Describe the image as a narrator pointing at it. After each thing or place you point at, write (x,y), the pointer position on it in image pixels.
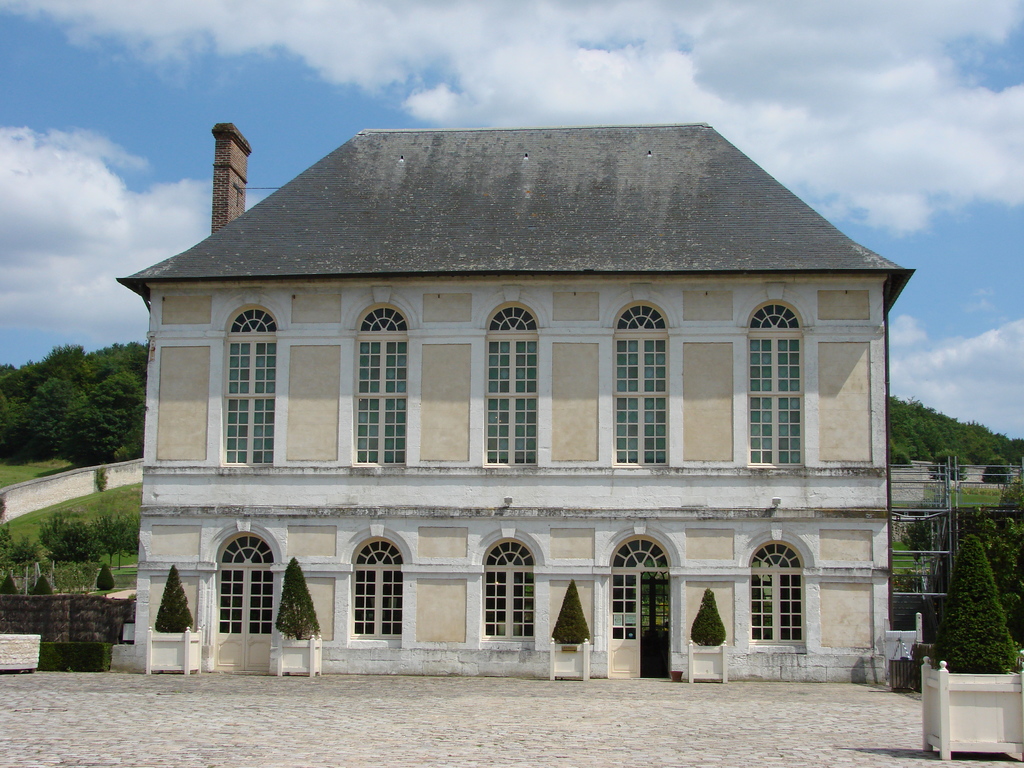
In this picture there is a building (753,323). On the right (699,618) we can see trees (944,620) and plants (1017,647). Here we can see many windows (259,579) and door (646,579). On the bottom right corner (1005,745) there is a wooden box (1005,745). On the left (117,635) there is a wooden fencing (116,607). On the top (664,5) we can see sky (624,38) and clouds (680,25).
